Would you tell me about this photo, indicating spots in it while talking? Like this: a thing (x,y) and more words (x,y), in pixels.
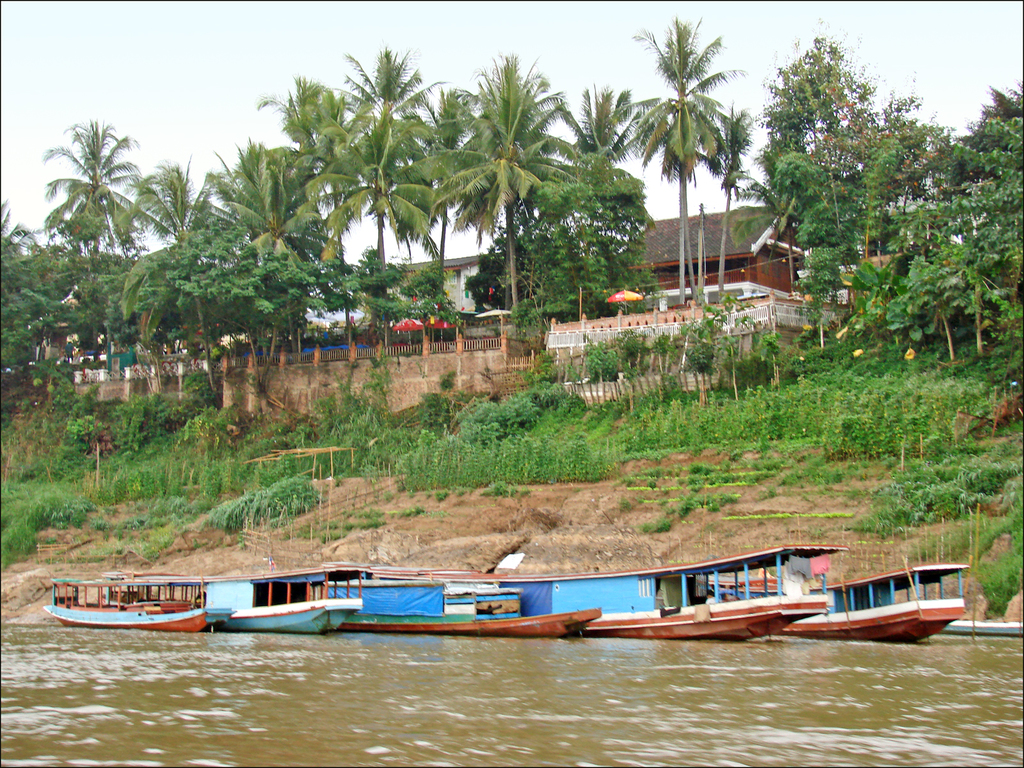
In this image in the center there are boats (456,598). In the front (451,693) there is water (524,722). In the background (509,452) there are plants (525,438) and trees (422,231) and the sky (176,94) is cloudy and there are buildings (678,257).
